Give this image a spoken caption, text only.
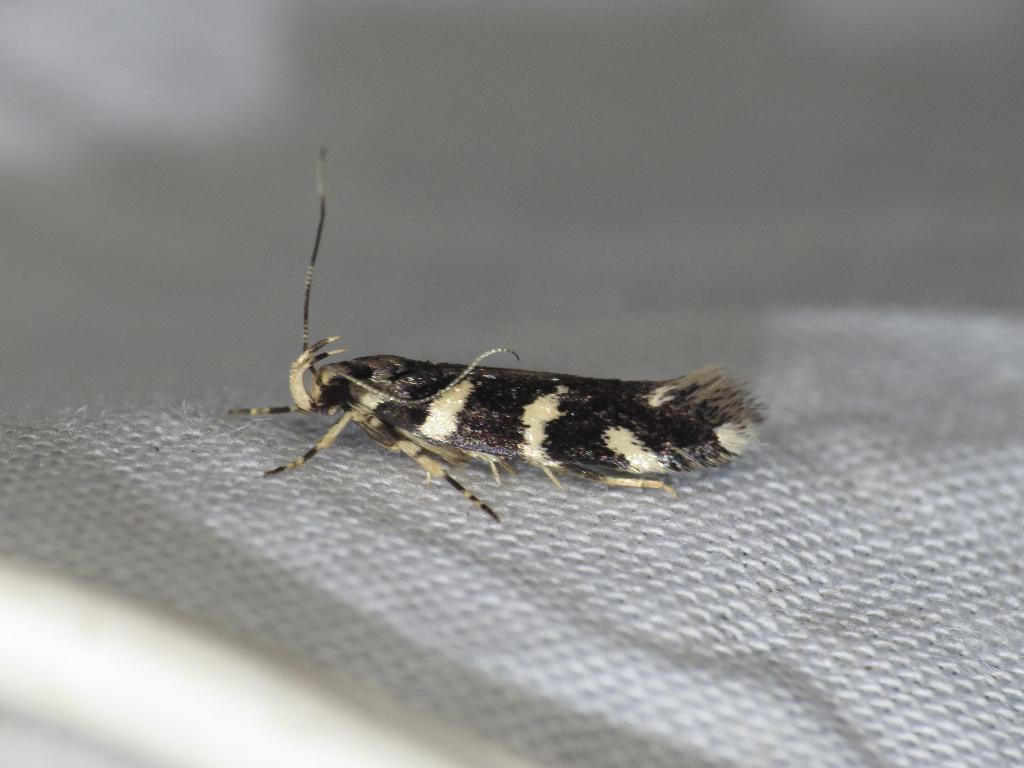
In this image I can see an insect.
